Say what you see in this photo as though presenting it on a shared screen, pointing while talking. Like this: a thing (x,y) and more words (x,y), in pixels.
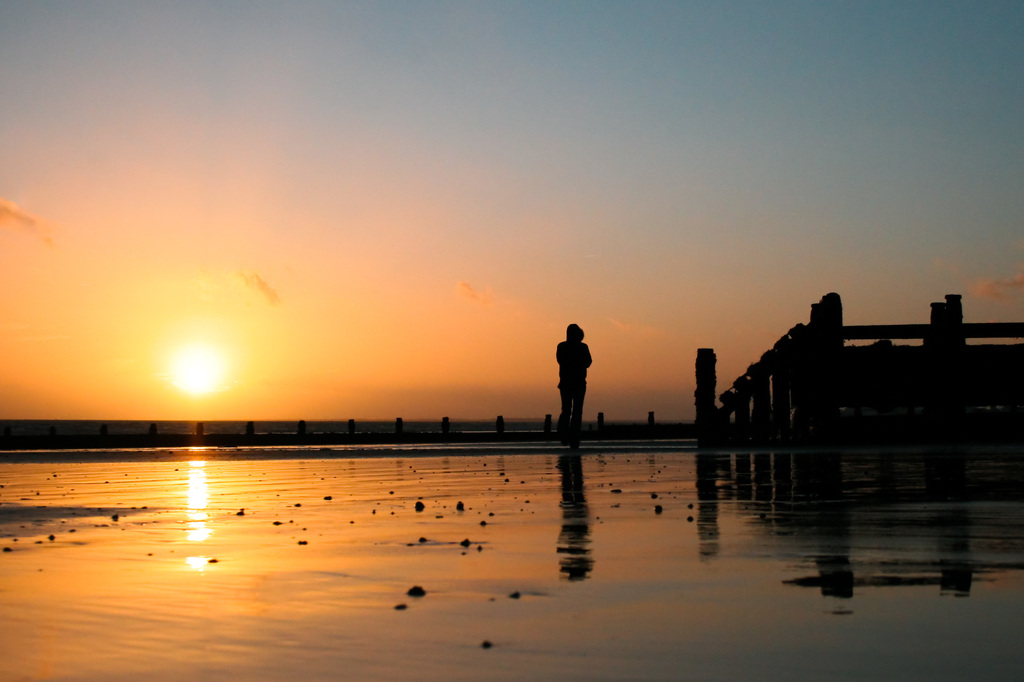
In this image there is a person (569,406) walking in the water (591,443), Beside him there is a wooden bridge (753,383). At the top (135,213) there is the sky (211,219) with the sun (175,370). At the bottom (353,605) there is water (324,535) on which there is reflection (195,492) of the sun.
